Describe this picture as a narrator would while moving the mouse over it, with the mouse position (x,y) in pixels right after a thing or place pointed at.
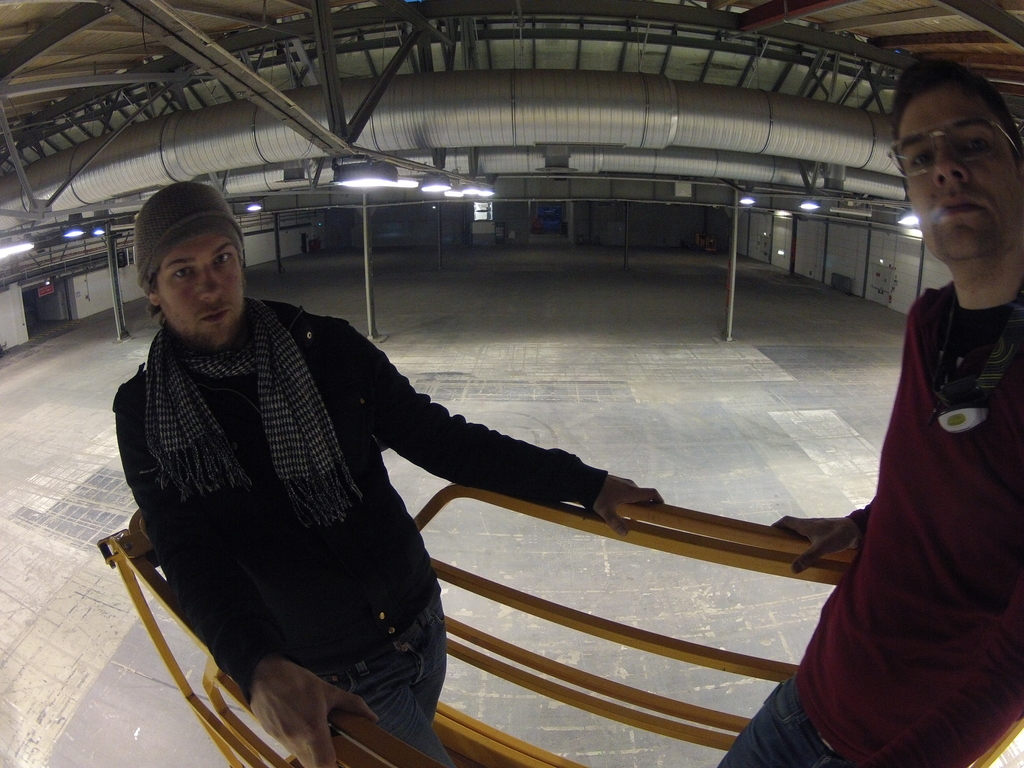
In this picture there is a man (308,368) who is wearing cap (206,229), jacket (302,624), scarf (257,320) and jeans (391,670). Beside him there is another man (947,374) who is wearing spectacle (983,154), t-shirt (954,505) and jeans (756,736). Both of them are standing near to the fencing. In the back (701,88) i can see many lights (811,199) and ducts (126,166). At the top (627,60) there is shed (386,44). On the left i can see the exit board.
